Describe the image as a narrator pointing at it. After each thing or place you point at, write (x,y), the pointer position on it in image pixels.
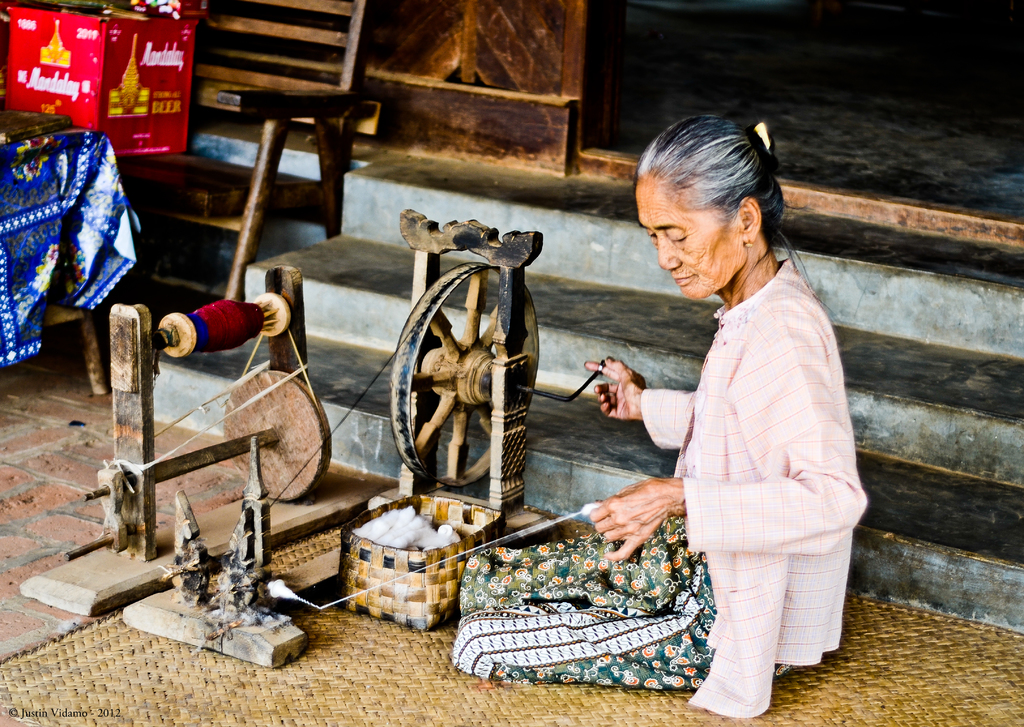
This image is taken outdoors. At the bottom of the image (116,689) there is a mat (294,682) on the floor (34,466). On the left side of the image (117,130) there is a table (57,319) with a tablecloth (124,220) on it and there is a cardboard box (165,79) on the chair (196,168). In the background (598,226) there are a few steps (894,346) and there is a wall (519,59). In the middle of the image (621,397) a woman (529,652) is sitting on the mat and she is spinning the wheel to make a thread (354,594) with cotton (407,537) and there is a cotton (422,532) in the basket (439,588).
